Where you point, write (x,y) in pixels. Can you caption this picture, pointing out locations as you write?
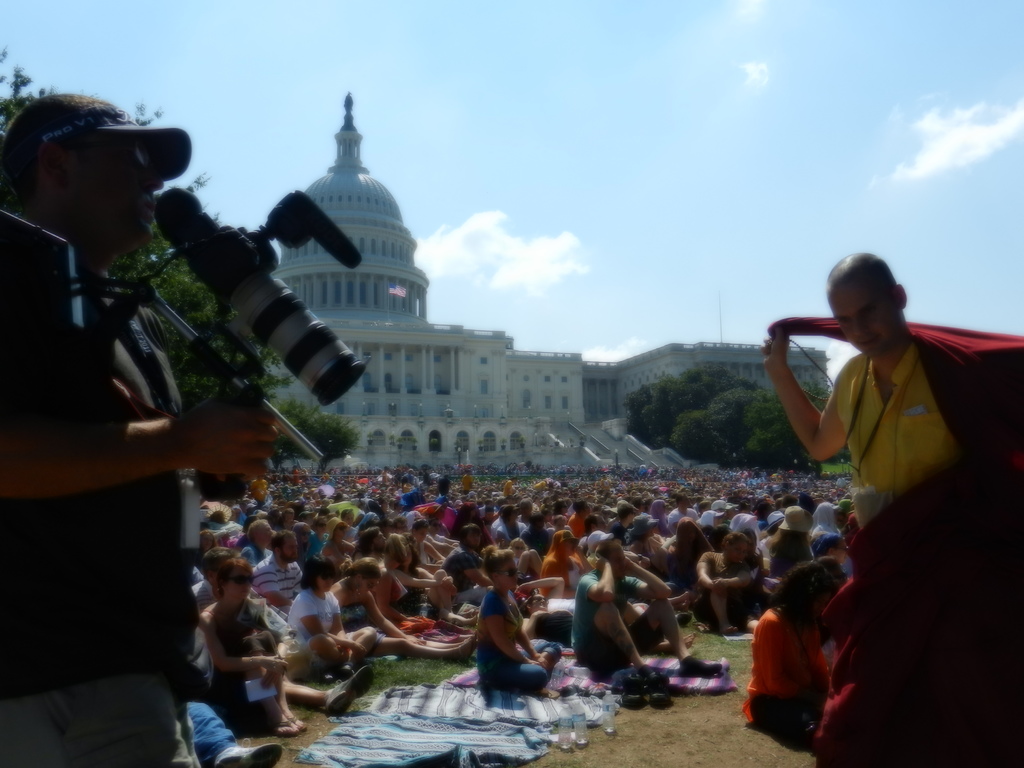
In the foreground (1001,581), I can see two persons (71,365) are holding some objects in their hand (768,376) and I can see a crowd (678,539) on the ground (717,646). In the background (731,393), I can see buildings (615,429), trees (633,427) and the sky (629,175). This image taken, maybe during a day.
